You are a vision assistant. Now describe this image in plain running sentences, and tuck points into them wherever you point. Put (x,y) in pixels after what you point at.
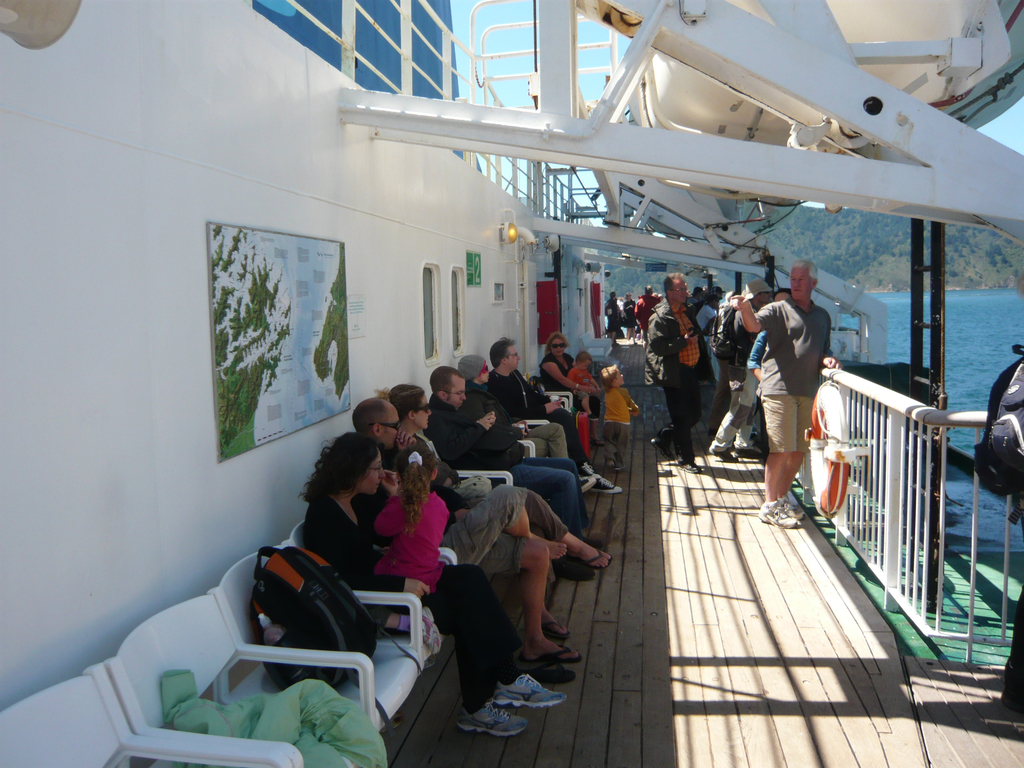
In this image we can see a few people (410,482), among them some are sitting on the chairs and some are standing, there is a wall (491,261) with some boards (260,333) and other objects (431,269), we can see water (889,336), some trees (651,283) and fence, in the background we can see the sky (586,52).
